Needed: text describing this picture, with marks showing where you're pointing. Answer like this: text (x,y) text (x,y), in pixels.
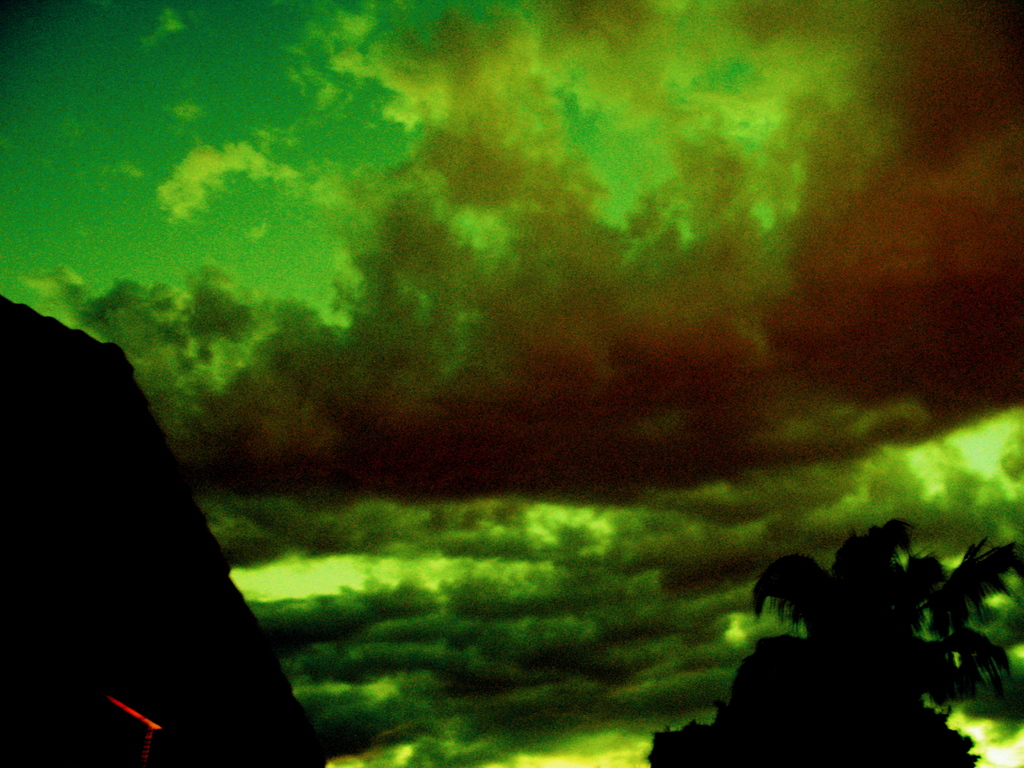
In this image there are trees (817,649), on the top of the image (586,225) there are clouds (537,430) in the sky (436,504).
